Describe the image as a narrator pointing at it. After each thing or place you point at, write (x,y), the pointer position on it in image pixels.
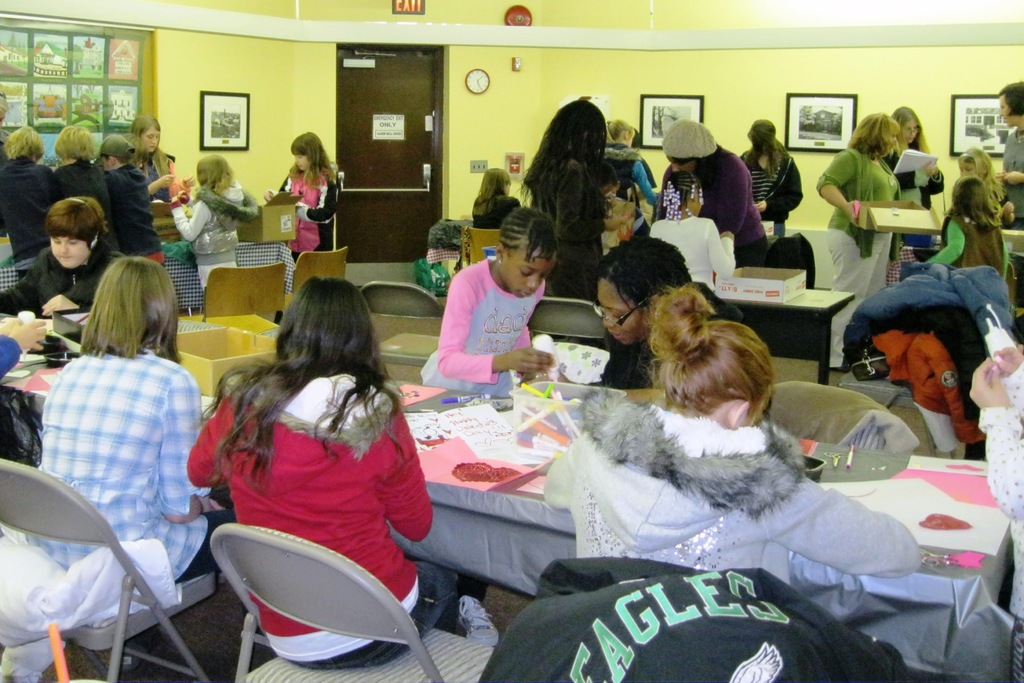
In the front (325,291) we can see few persons (514,286) were sitting on the chair (217,547) around the table (458,404). On table (465,416) there is a book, papers (483,418), pens (544,431), box (193,344) etc. In the background (406,151) there is a wall (263,121), photo frame (223,128), door (370,148), clock (477,71), quilt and group of persons (688,166) were standing.
